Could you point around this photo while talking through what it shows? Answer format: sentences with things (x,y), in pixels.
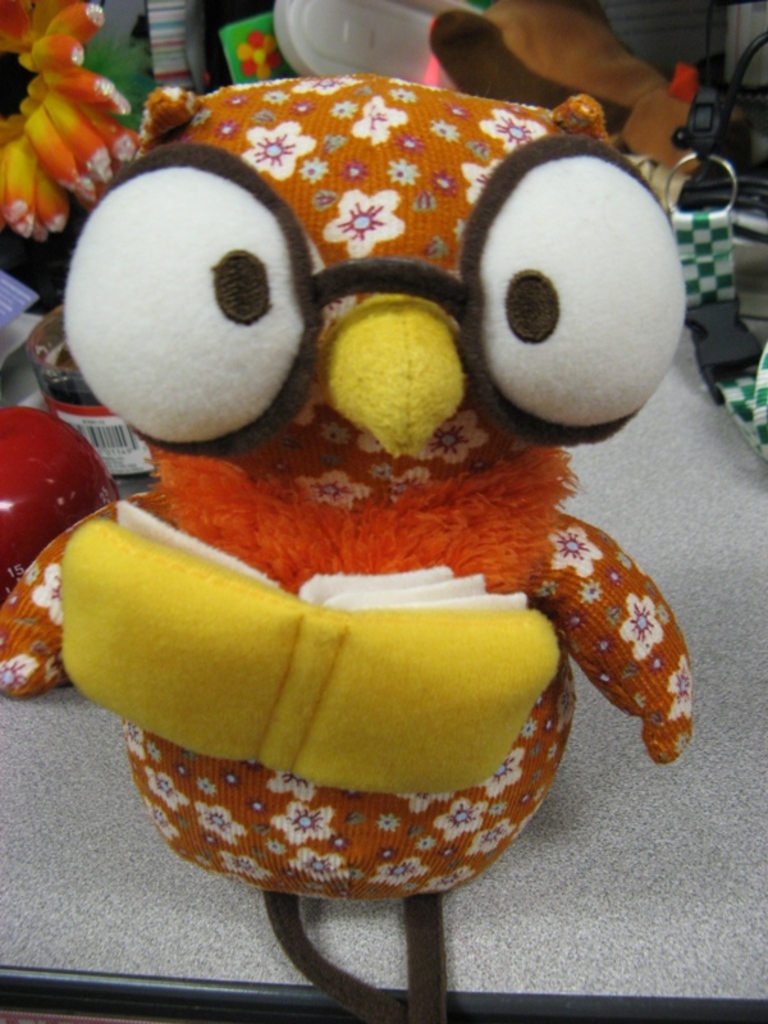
Here we can see toys (37,584), bottle (68,419) and things (25,468).
